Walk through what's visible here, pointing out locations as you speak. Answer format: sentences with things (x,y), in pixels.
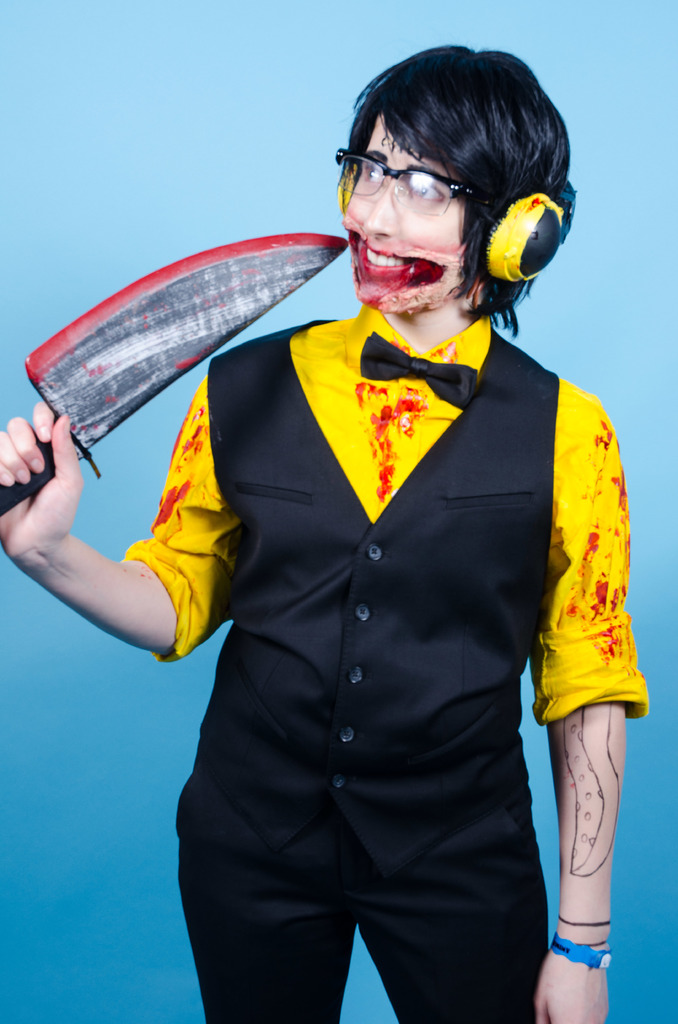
In the center of the image (339,635), we can see a person (273,523) wearing costume (392,517) and glasses (411,205) and a headset (533,263) and holding a knife (163,376). In the background (161,426), there is a wall (96,874).
